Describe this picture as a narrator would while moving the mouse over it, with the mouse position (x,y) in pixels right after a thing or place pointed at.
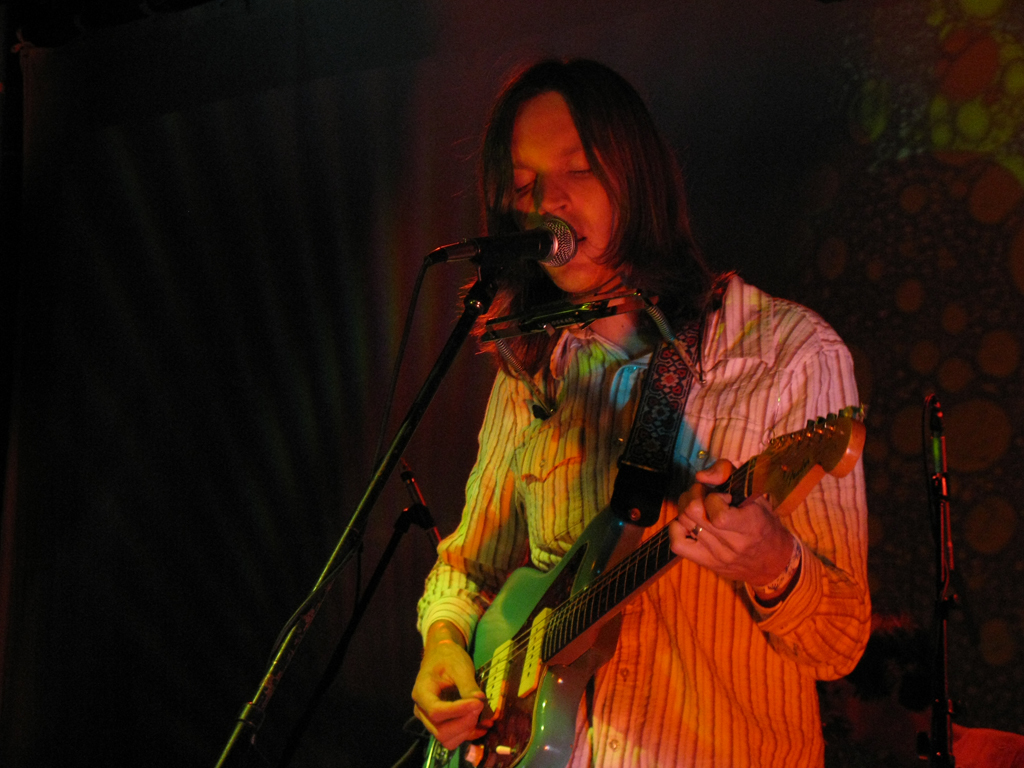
In this image, I can see a person (705,688) standing and playing a guitar (574,614). In front of the person (691,745), I can see a mike (441,256) with a mike stand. On the right side of the image (941,497), there is another mike stand (935,515) and I can see an object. The background (928,187) is dark.
